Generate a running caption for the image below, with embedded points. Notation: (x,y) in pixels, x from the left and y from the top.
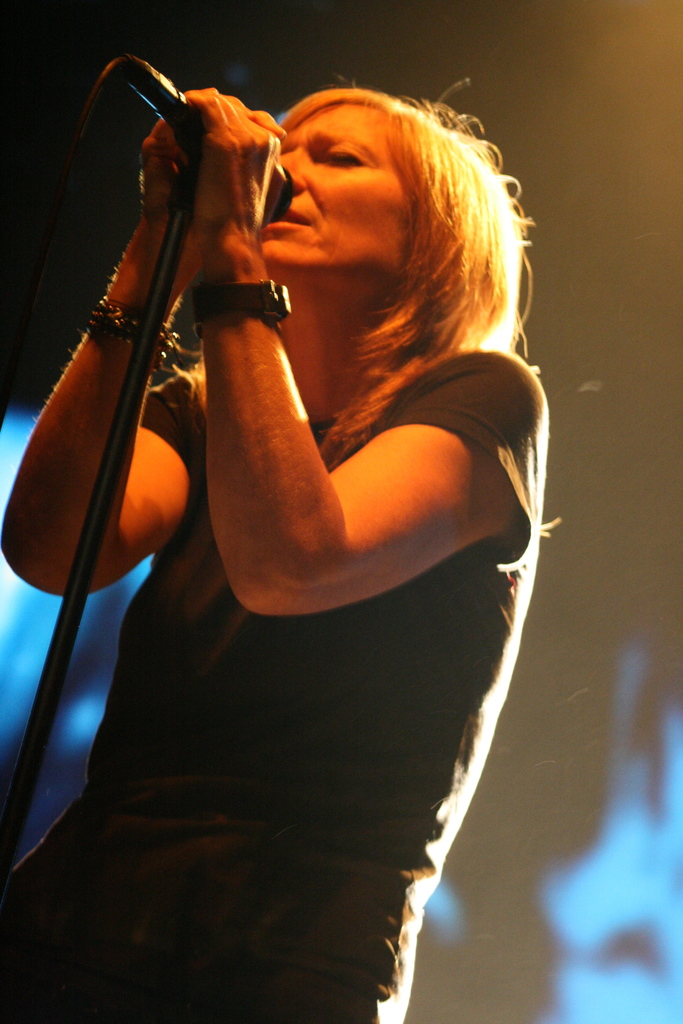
In this image we can see a lady (291,320) holding a mic (187,117) and singing, and the background (533,899) is blurred.
